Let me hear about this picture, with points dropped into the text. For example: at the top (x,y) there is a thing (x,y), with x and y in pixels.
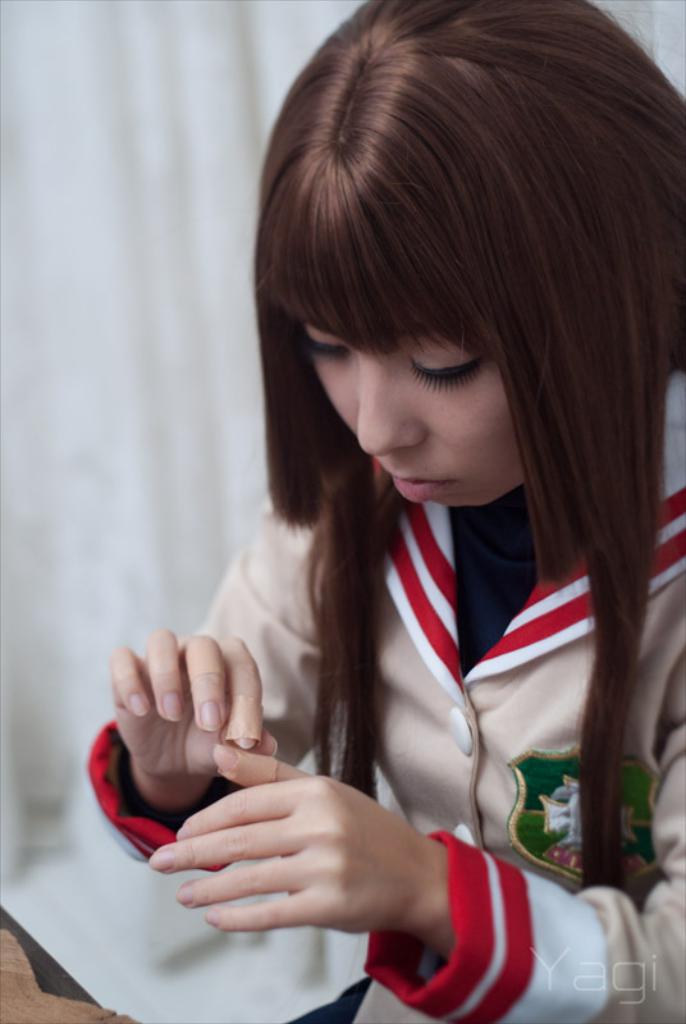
In the background (648,49) we can see a white cloth (638,21). In this picture we can see a woman (411,426) and there are band-aids (271,778) to her fingers (256,747). In the bottom right corner of the picture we can see watermark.
